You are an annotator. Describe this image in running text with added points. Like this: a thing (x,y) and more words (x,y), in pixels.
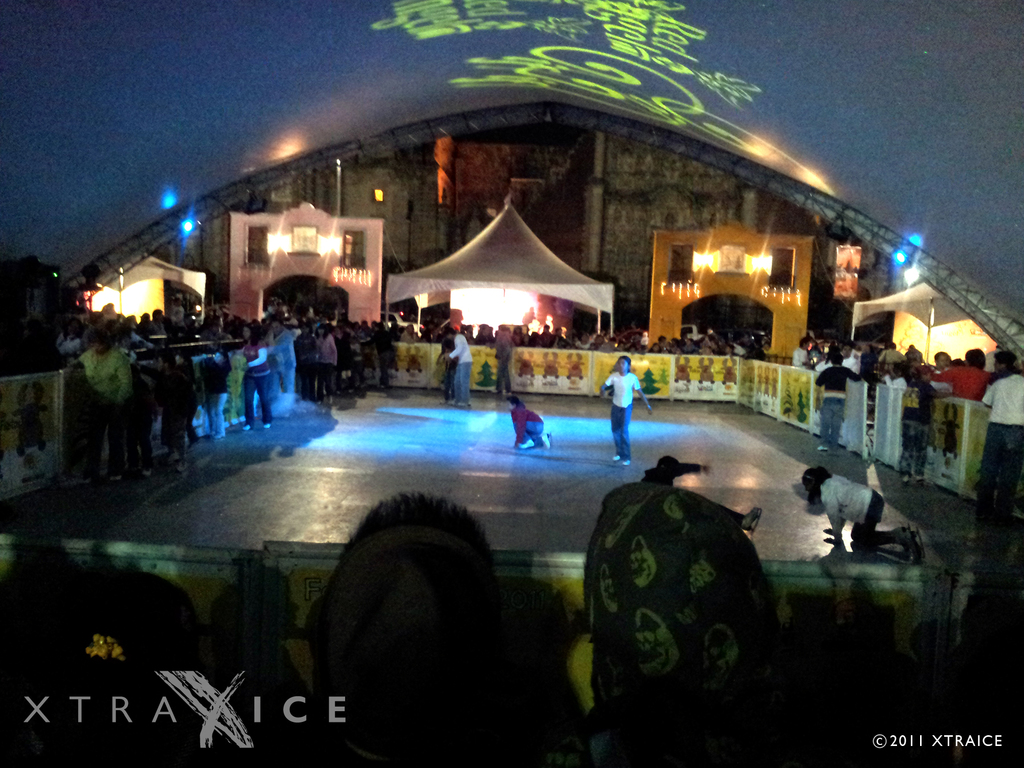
In this picture I can see few people (337,680) in front (677,650) and in the background (234,314) I see the platform (485,440) and I see number of people (858,354) and I see the lights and on the bottom of this image (198,729) I see the watermark (225,723).
